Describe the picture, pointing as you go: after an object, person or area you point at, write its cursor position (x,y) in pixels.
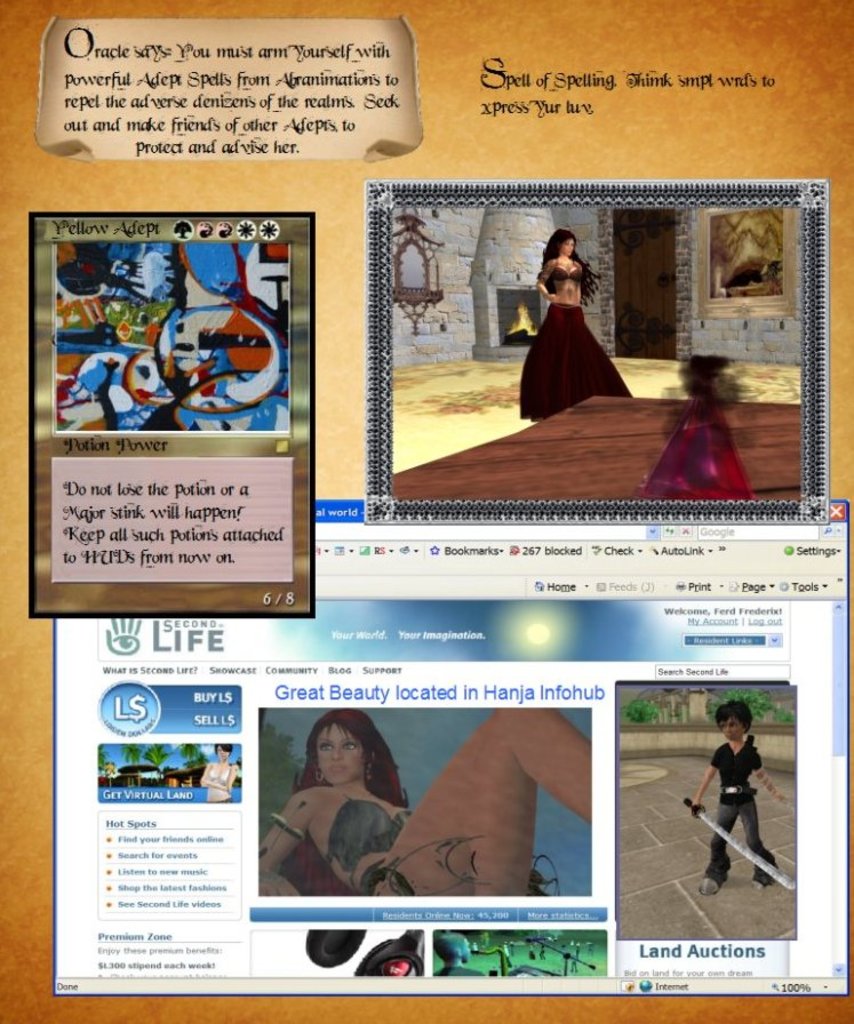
In this image we can see a poster (382,634) with some images (376,525) and text (694,638).
